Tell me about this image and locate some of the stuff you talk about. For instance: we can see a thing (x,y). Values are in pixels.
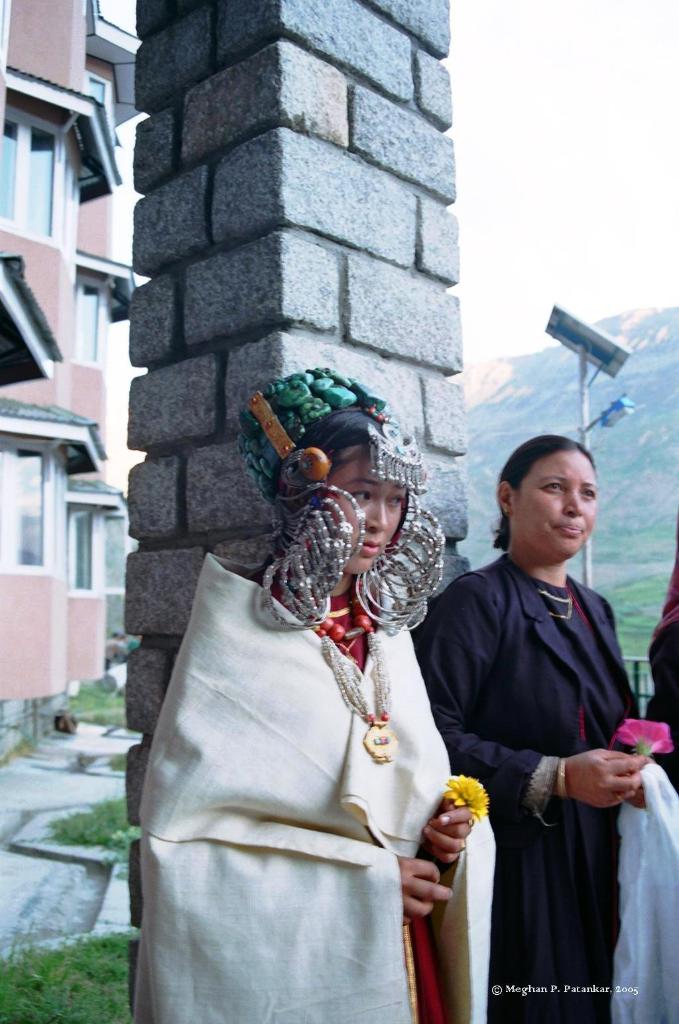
In this image there are two women (356,789) standing. They are holding flowers (460,794) in their hands (592,759). The woman (291,723) in the center (264,663) is wearing ornaments (303,553). Behind her there is a pillar (260,163). To the left (56,277) there is a building (47,308). To the right (587,347) there is a street light pole (584,415). In the background (524,410) there are mountains (640,414). At the top (589,127) there is the sky (527,113). At the bottom (88,975) there is grass (106,700) on the ground (83,707).
